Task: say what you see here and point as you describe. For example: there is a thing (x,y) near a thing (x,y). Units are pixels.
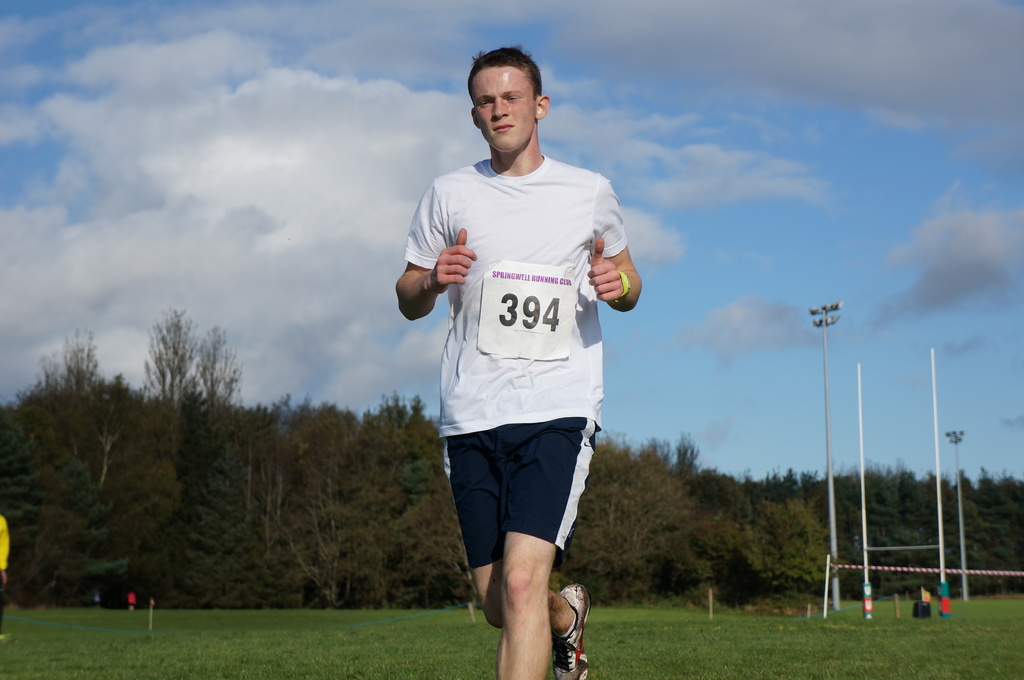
In this picture we can see few people (520,420), in the middle of the image (522,274) we can see a man (444,275), he is running on the grass (625,610) and we can see a sticker (557,350) on him, in the background (653,575) we can see few poles (824,372), lights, trees (419,405) and clouds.
